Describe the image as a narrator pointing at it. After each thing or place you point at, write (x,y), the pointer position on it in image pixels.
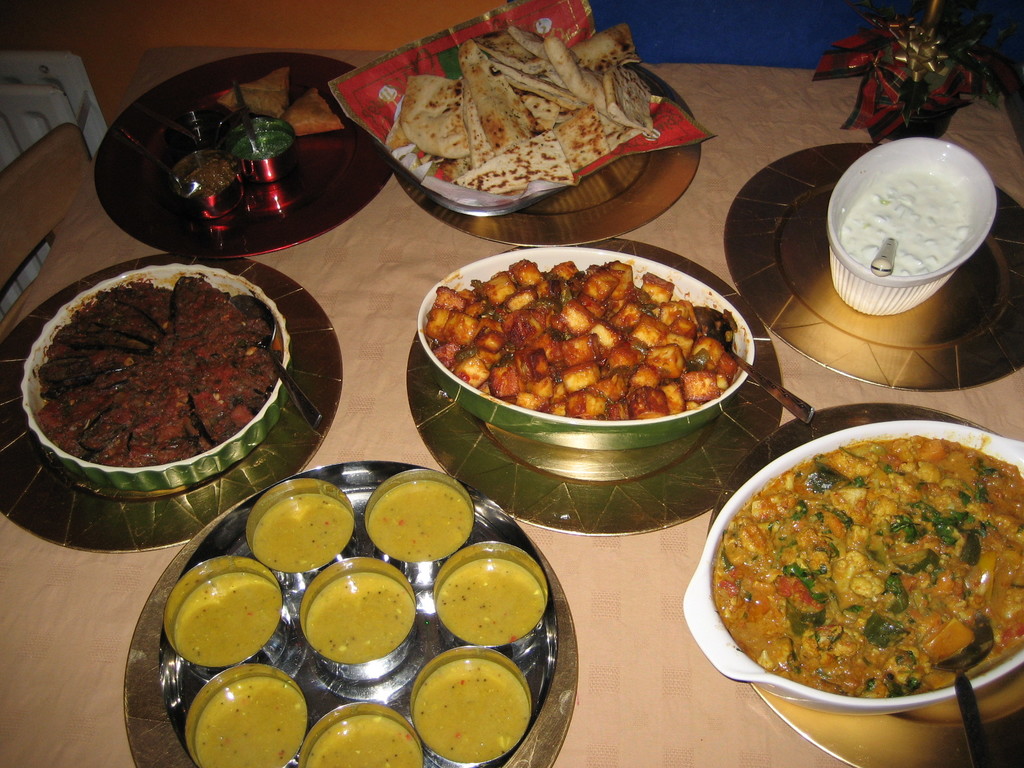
In this image we can see some food (869,445) in the bowls (869,459) which are placed on the table (356,446). We can also see some spoons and plates (715,431). At the top right (874,90) we can see a decor (842,78).
